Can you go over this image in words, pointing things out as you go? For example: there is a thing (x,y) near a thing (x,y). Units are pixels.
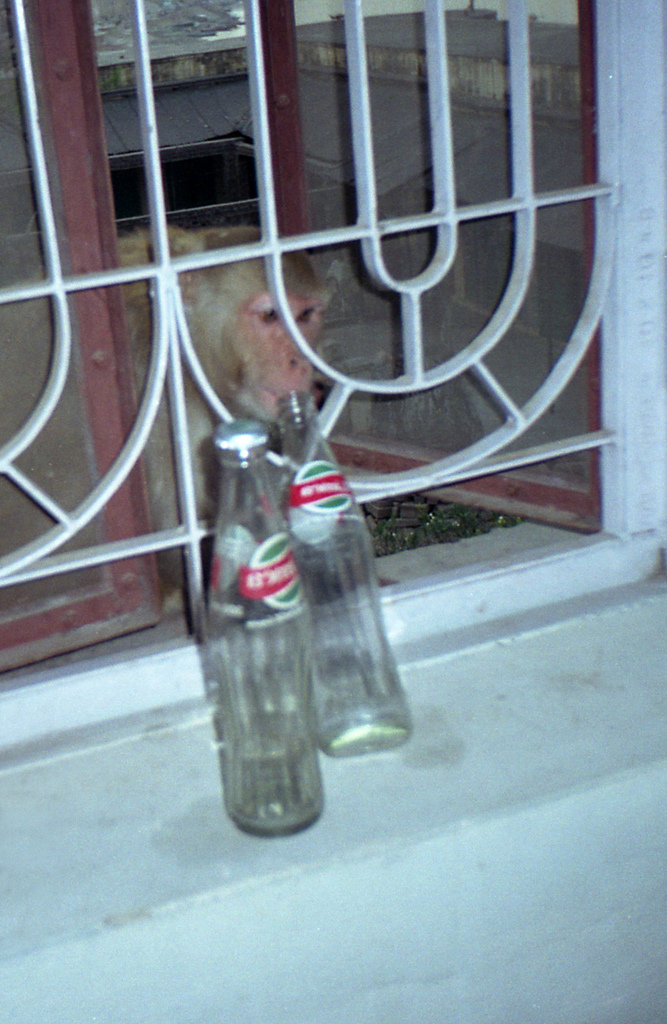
This picture shows a monkey (135,339) behind the window (157,540) and that two bottles (312,592) over here.
